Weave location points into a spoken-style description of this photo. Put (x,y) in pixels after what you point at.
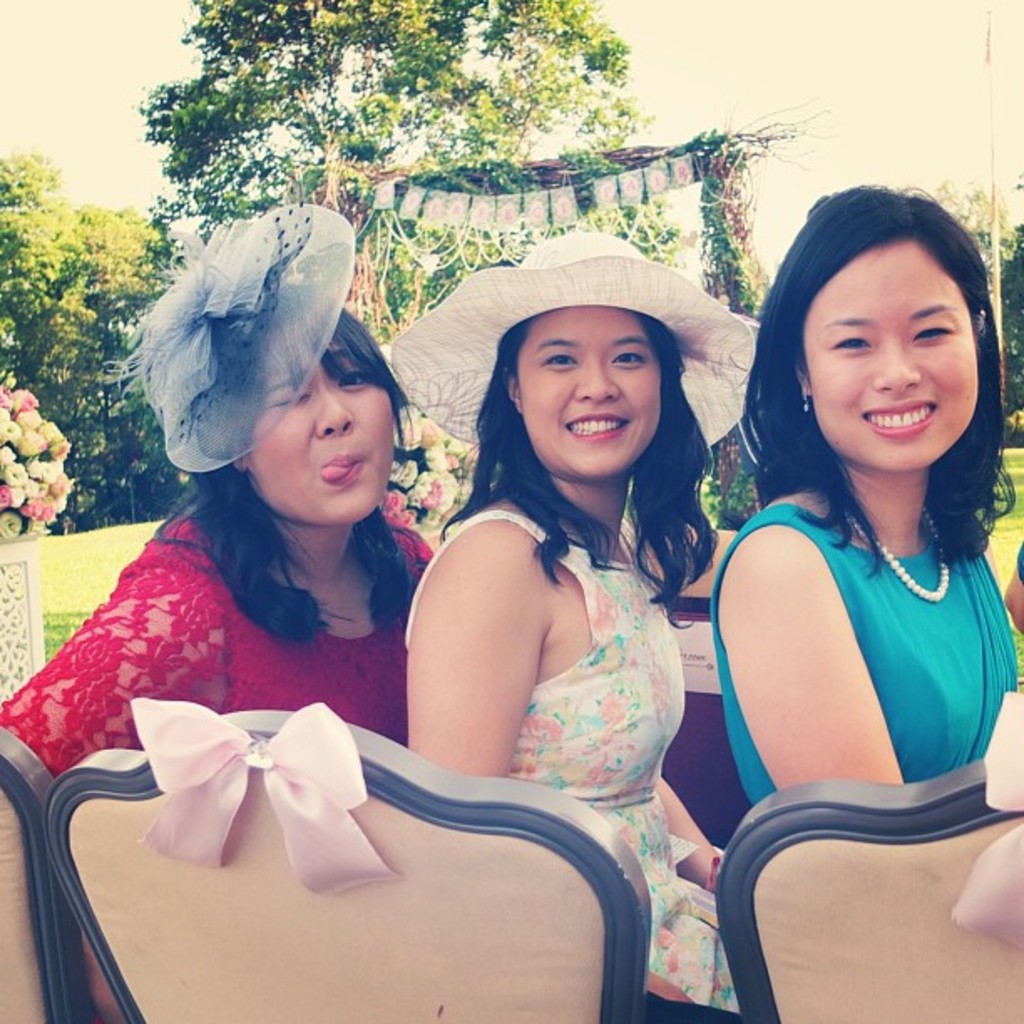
In this image I can see three women's (670,496) are sitting on the chairs (773,815). In the background (62,421) I can see house plants (35,425), trees (126,261) and the sky (662,15). This image is taken in a park (414,490).
